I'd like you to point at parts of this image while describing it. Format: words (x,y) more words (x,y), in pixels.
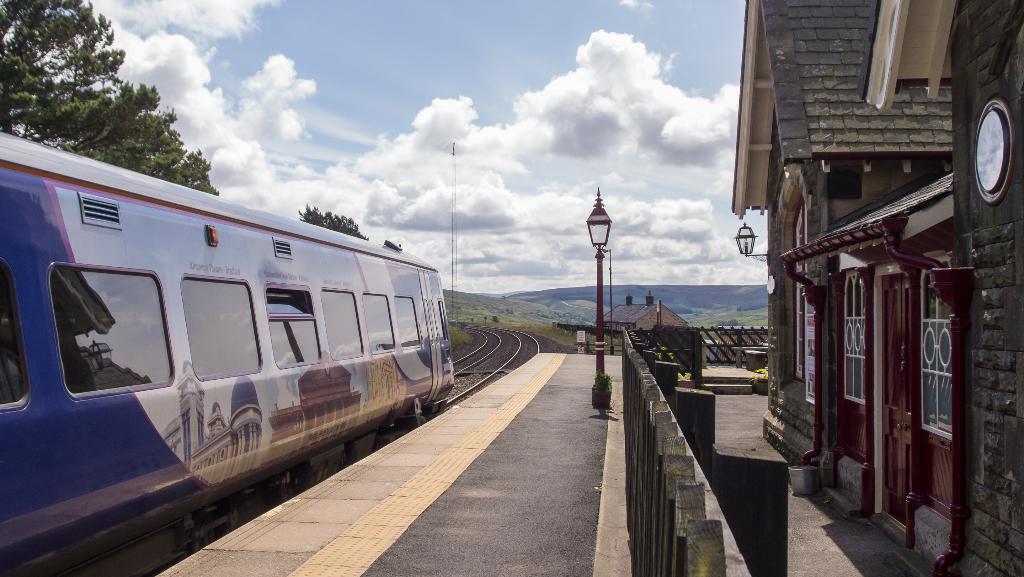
This picture might be taken inside a railway station (940,405). In this image, on the left side (259,286), we can see a train (345,377) moving on the railway track (520,356), we can also see few trees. On the right side (853,328), we can see a building (938,145), lights (604,229). In the background (580,295), we can see some mountains (565,295), trees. At the top (578,62), we can see a sky (558,213).
